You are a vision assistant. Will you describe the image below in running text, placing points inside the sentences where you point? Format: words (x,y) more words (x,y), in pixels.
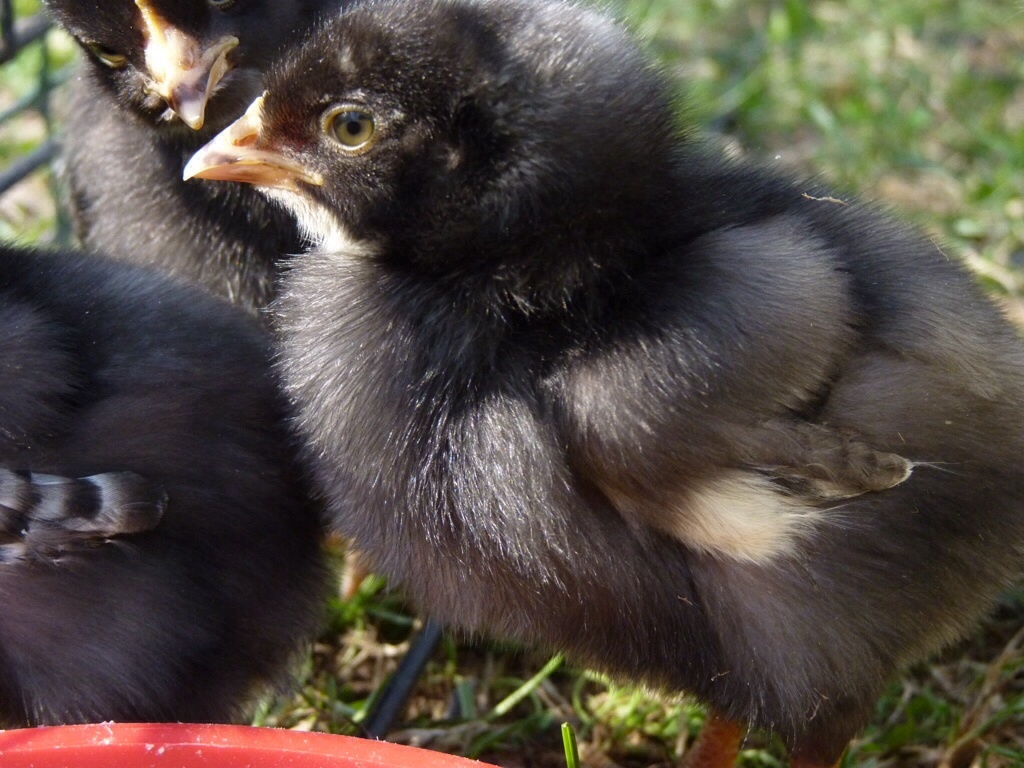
In this image we can see some birds (423,434) on the grass (641,10) and also we can see the fence (51,90).
